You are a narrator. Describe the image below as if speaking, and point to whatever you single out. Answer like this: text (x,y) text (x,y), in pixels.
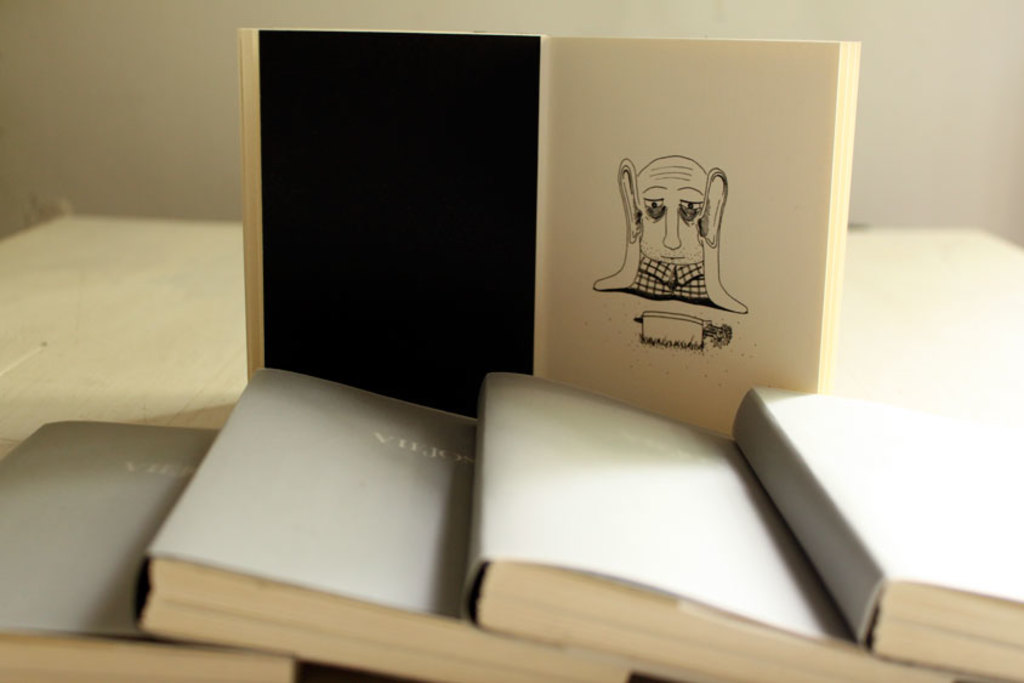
In this image at the bottom (430,524) there are some books (586,457), and in the background (591,191) also there is another book (639,292). On the book (648,266) there is some drawing (630,227) and at the bottom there is a table (949,280), and in the background (950,67) there is a wall (116,100).
